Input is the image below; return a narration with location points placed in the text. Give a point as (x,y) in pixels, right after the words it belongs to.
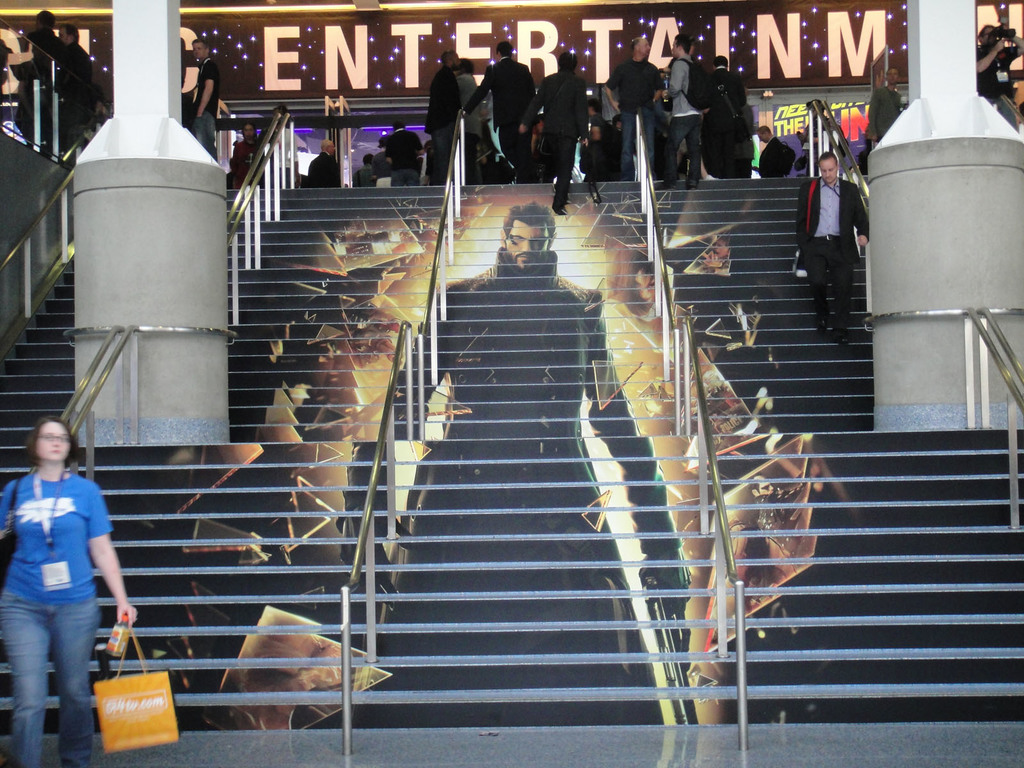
There are steps (384,215) with railings (668,317). On the steps (464,303) there are pillars (872,200). Also there is an image (456,286) on the steps (615,494). In the back (597,128) there are many people (408,134). Lady (35,598) on the left (53,581) is holding a bottle (113,633), bags (127,699) and wearing a tag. Also there is a wall (234,15) with something written on that.
